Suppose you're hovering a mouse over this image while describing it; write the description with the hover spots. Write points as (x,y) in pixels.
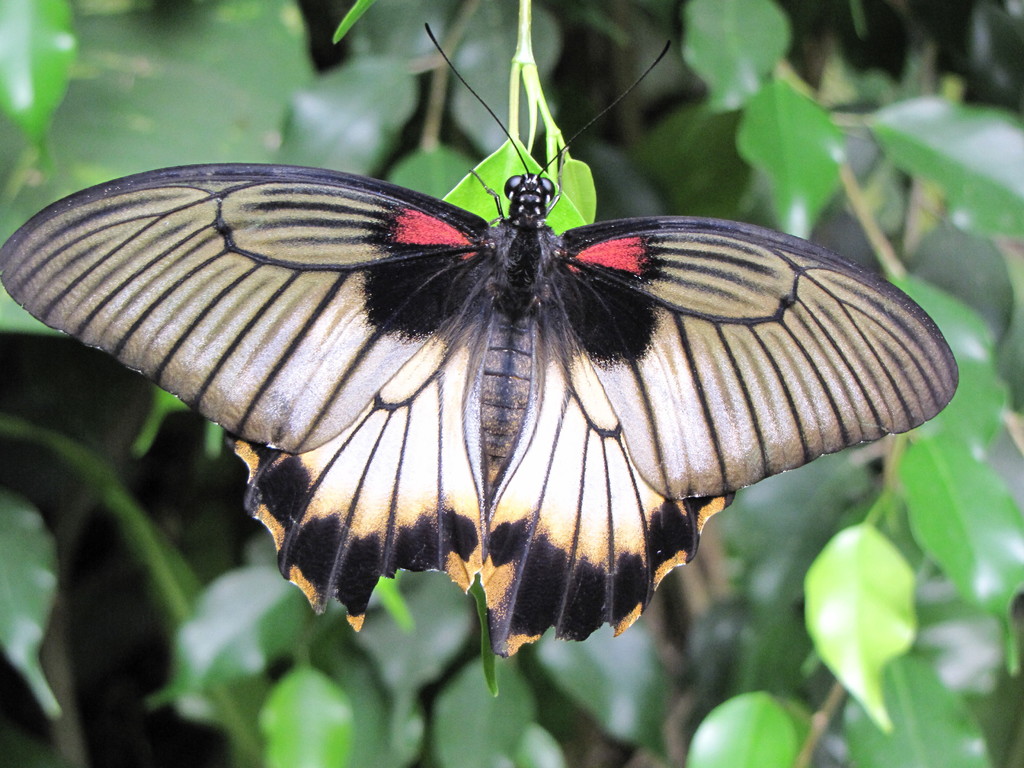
In this picture we can see a butterfly (477,324) in the front (553,309), in the background (741,21) there are some leaves (1015,149).
